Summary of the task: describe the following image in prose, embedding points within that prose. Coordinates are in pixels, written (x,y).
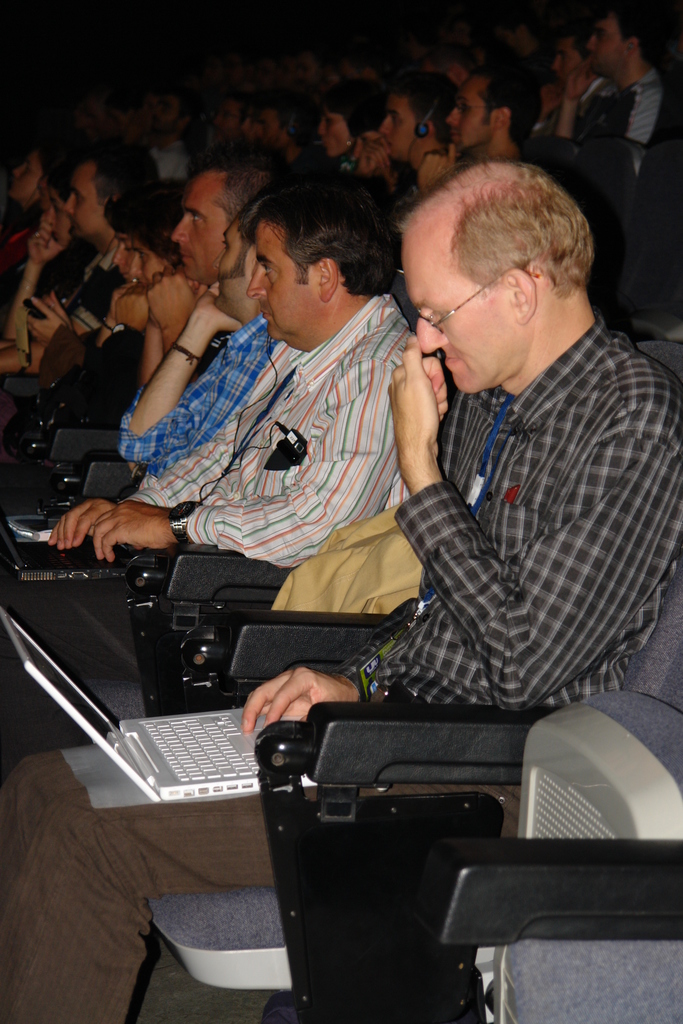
In this image there are people (484,357) sitting on chairs (349,642), two persons (513,596) are keeping their laptops (228,776) on their laps (70,607).
